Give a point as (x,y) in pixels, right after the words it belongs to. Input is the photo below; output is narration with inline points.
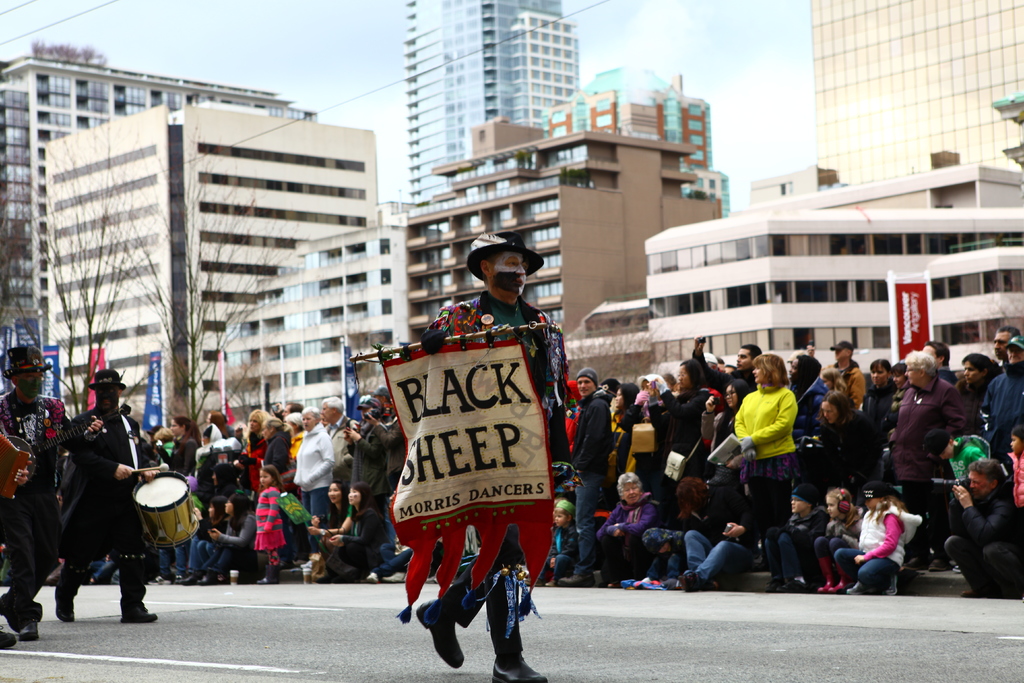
This image is taken outdoors. At the bottom of the image (329,634) there is a road (250,645). In the background (266,227) there are many buildings (634,221). At the top of the image (313,66) there is a sky (282,68). In the middle of the image (348,414) there are a few trees (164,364), flags (93,366) and banners (917,300) with text (154,396) on them. Many people (269,470) are standing on the road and a few are sitting on the road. On the left side of the image (60,414) three men (75,566) are walking on the road (177,596) and they are carrying a banner (462,413) with a text (467,400) on it, a drum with drumsticks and a musical instrument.
